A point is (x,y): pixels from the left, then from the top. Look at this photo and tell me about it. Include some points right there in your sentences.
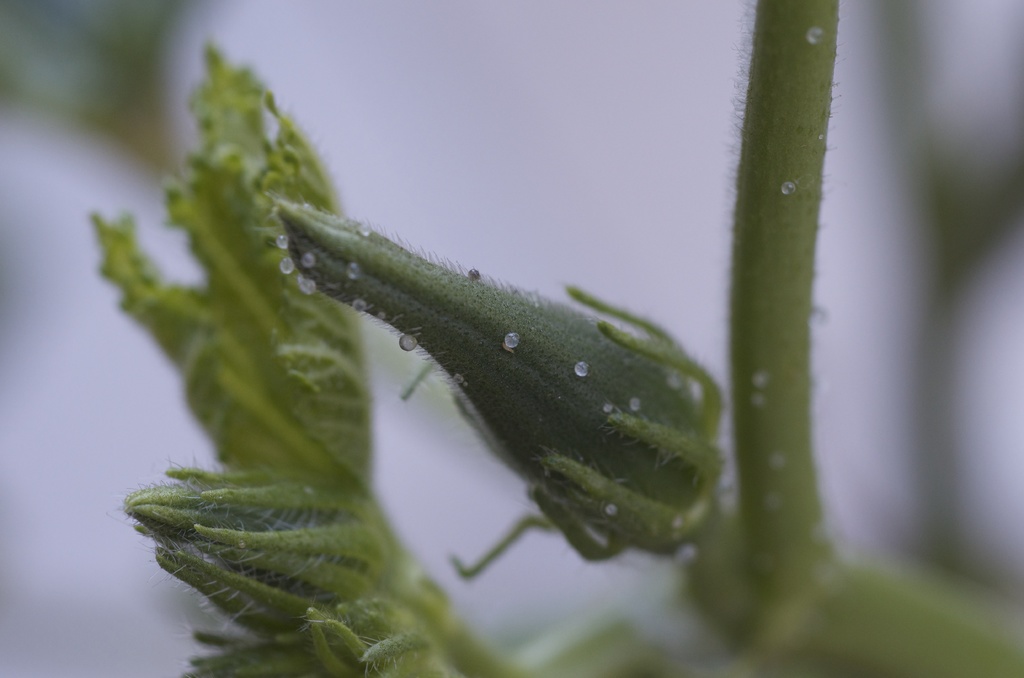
In this image there is a bud (384,308) on which there are droplets of water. In the background (251,361) there is a green leaf (312,455). On the right side (789,218) there is a stem (774,275).
